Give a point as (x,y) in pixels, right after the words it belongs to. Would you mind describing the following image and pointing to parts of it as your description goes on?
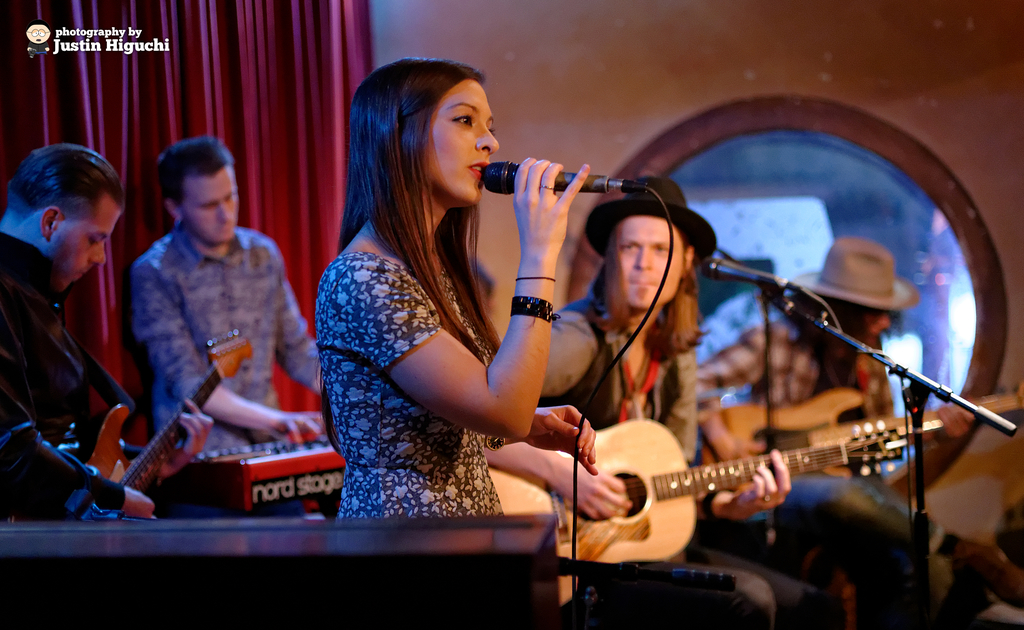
There are group of people (477,330), one woman (444,396) is holding a mic (488,178) and singing a song this man (616,329) is playing guitar (636,480) and is looking at this woman (473,337). In the background (248,294) a man (247,295) is playing a piano (278,451) and left side (120,464) the man (67,426) is holding a guitar (116,450) and playing a guitar (155,452). In the background (276,99) there is a red colour curtain (245,69).
